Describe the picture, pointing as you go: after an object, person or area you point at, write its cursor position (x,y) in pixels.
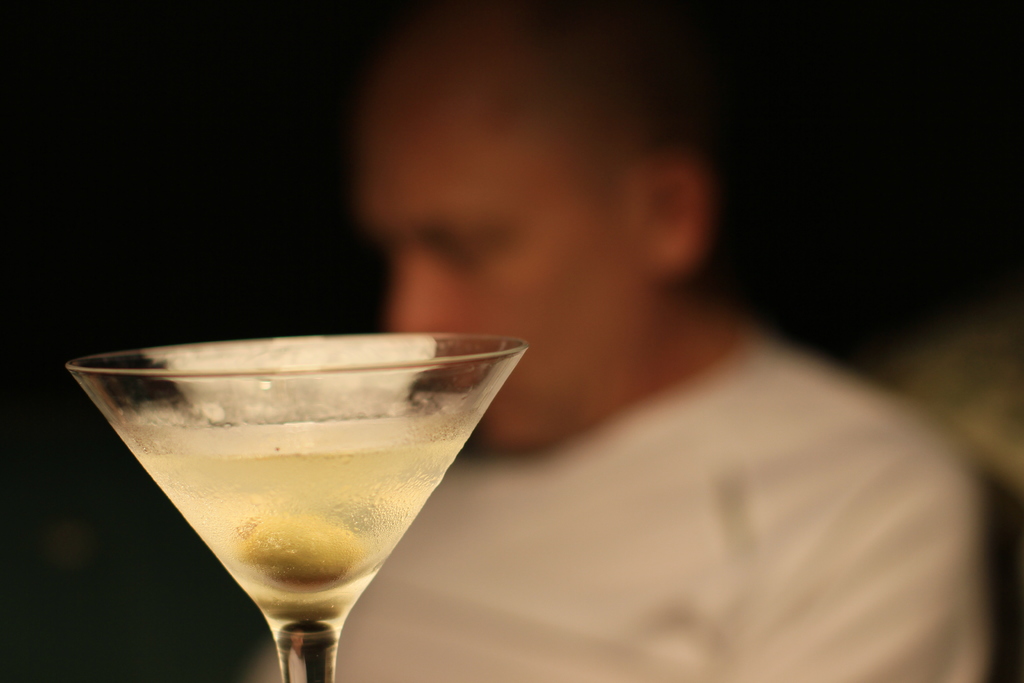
In this image there is a glass (320,402). There is drink (311,493) in the glass (327,519). At the bottom of the glass (364,568) there is an object (284,564). Behind the glass (419,444) there is a person (548,423). The background (489,549) is blurry.
